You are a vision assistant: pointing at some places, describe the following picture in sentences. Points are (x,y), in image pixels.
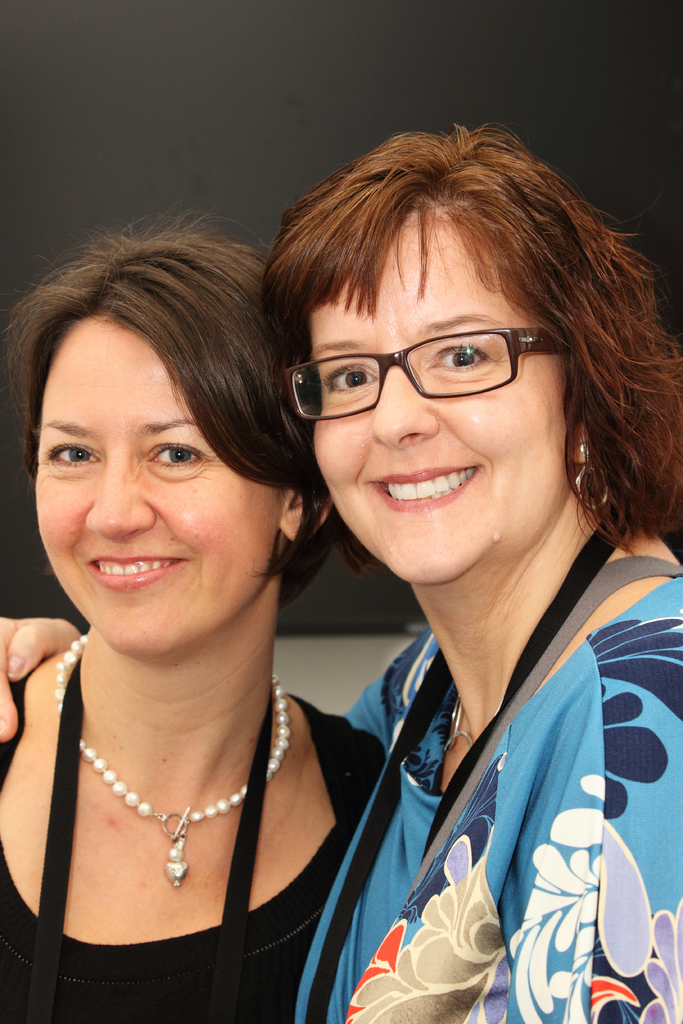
As we can see in the image there are two women (568,421) over here. the woman (556,508) on the right side (555,494) is wearing blue color dress (609,950) and spectacles (450,386). The woman (198,407) on the left side (112,545) is wearing black color dress (233,963).
